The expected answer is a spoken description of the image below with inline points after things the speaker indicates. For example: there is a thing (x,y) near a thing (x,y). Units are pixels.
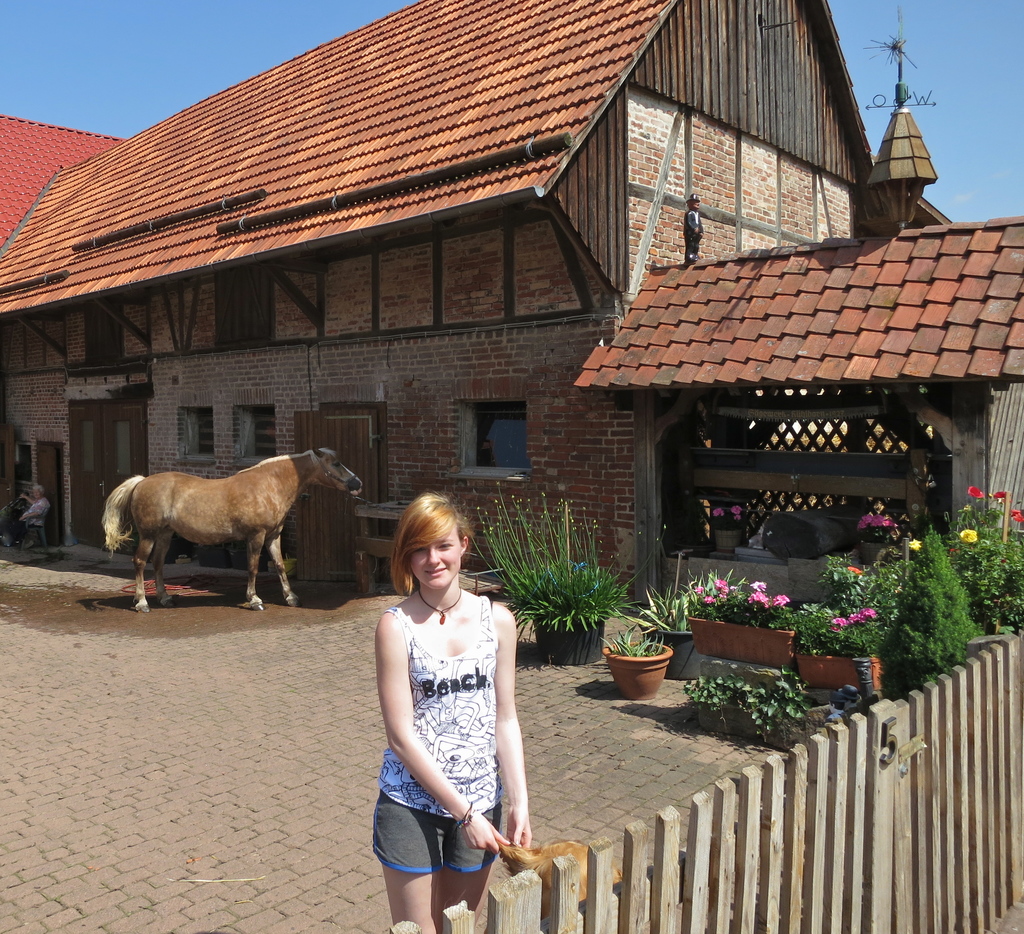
In this image we can see a woman (502,743) standing beside a fence (600,903) touching a dog (527,857). We can also see some plants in pots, a horse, a person (34,528) sitting, a house (366,372) with a roof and the sky (953,177).
